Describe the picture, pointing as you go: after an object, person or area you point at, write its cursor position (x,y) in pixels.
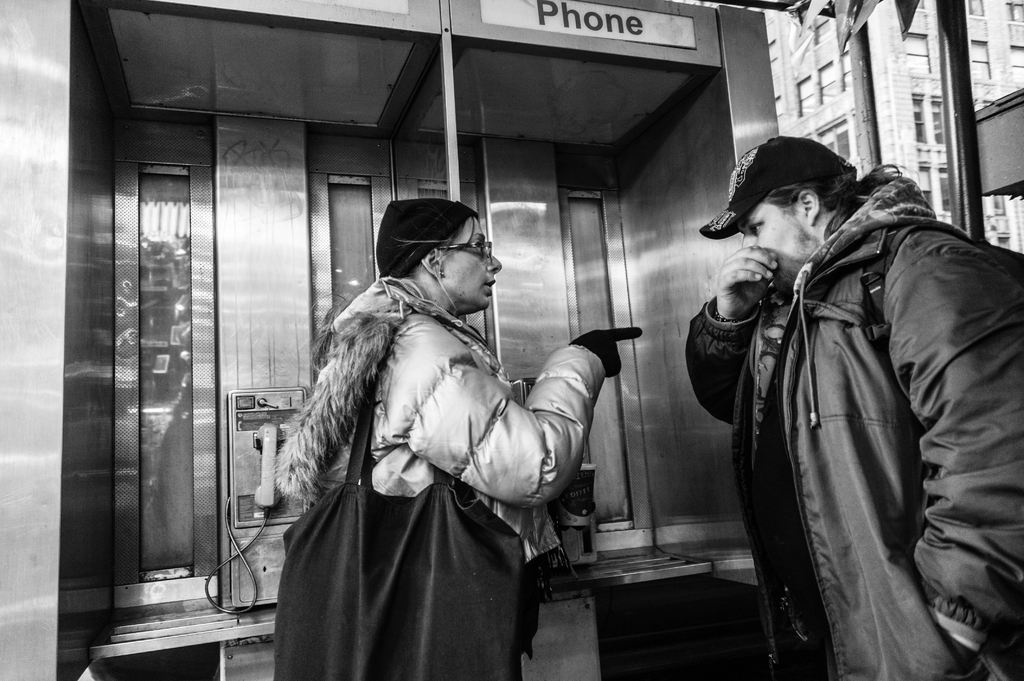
This picture shows a woman (374,315) speaking with a man (852,405) both of them wore caps (428,246) on their heads (466,262) and jackets (488,399) and we see women (472,482) wore handbag (454,513) and gloves (618,357) to her hands (618,357) and we see a telephone booth (241,465) and a building (906,104).
